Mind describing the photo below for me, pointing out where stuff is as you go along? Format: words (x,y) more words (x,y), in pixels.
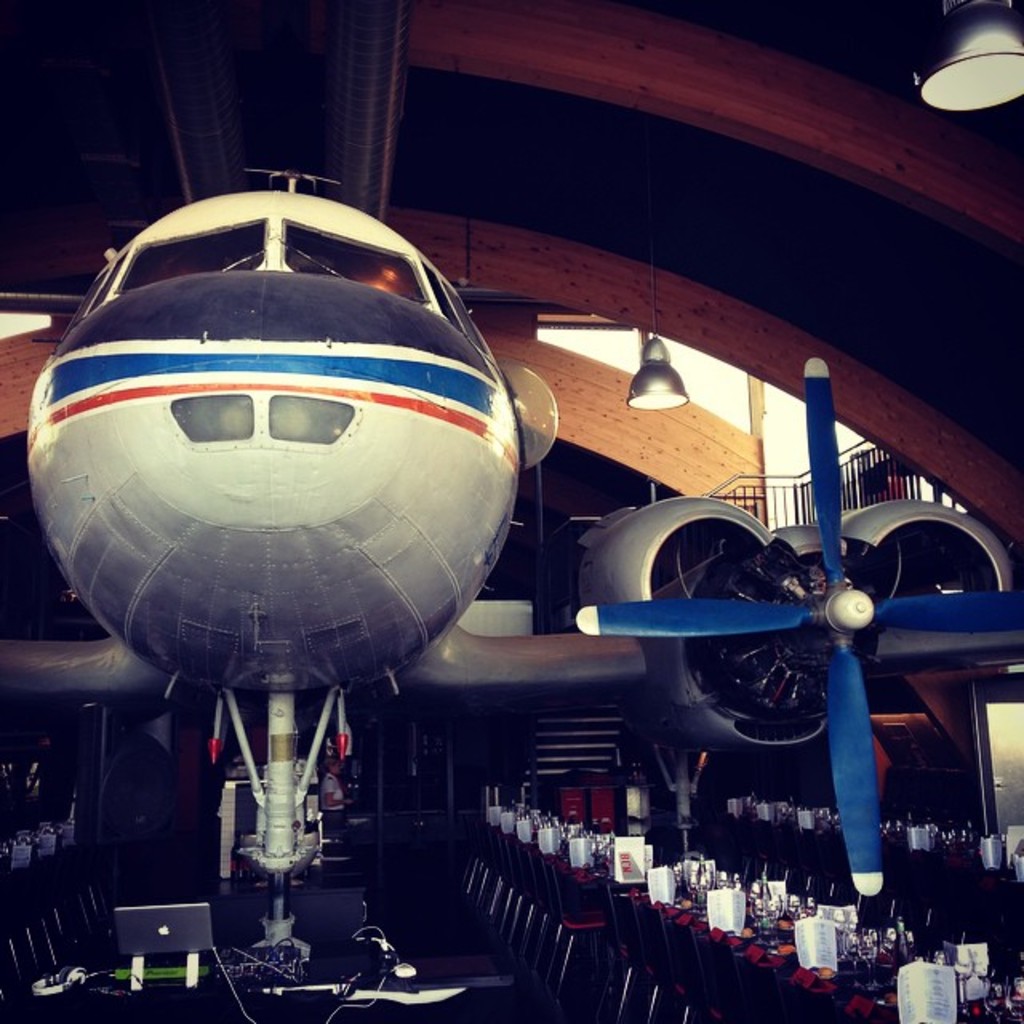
In this image, we can see an airplane (459,507), There is a light (922,72) in the top right of the image (920,87). There are some chairs (525,874) and tables (768,948) in the bottom right of the image (788,829). There is a laptop (193,940) in the bottom left of the image (186,928).
